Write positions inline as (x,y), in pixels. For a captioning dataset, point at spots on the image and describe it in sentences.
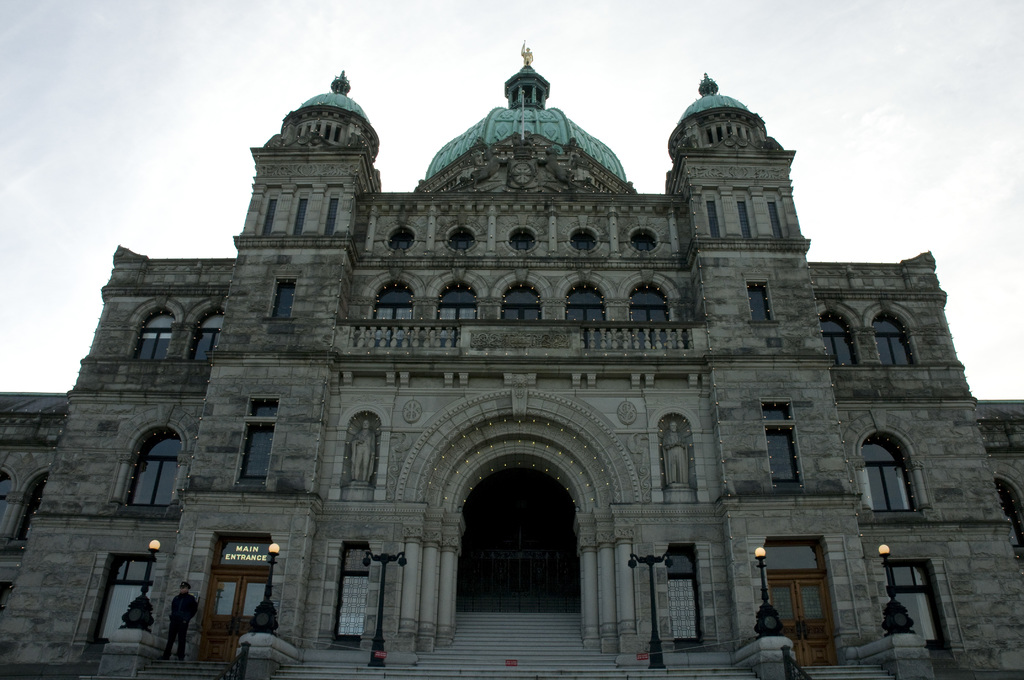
In this image, I can see the building (372,433) named as British Columbia Parliament (553,412). These are the windows (511,304). I can see a person (183,621) standing here. These are the light poles (145,606). I can see the stairs (526,665). This looks like a sculpture (522,58), which is at the top of the building (544,134).
